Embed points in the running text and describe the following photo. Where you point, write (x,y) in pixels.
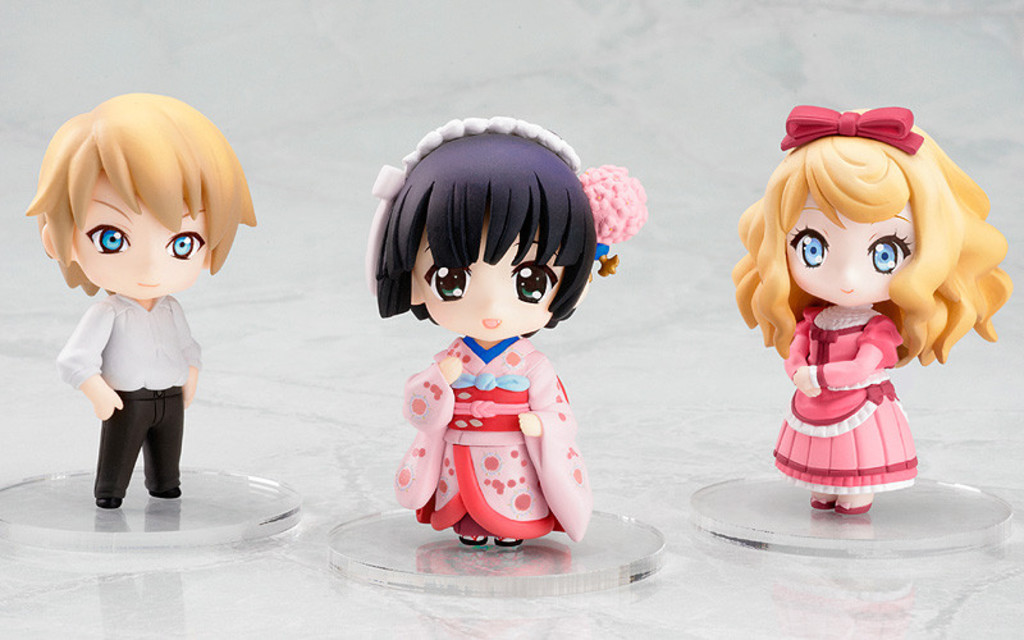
In this picture in the center (403,304) there are toys (102,310).
